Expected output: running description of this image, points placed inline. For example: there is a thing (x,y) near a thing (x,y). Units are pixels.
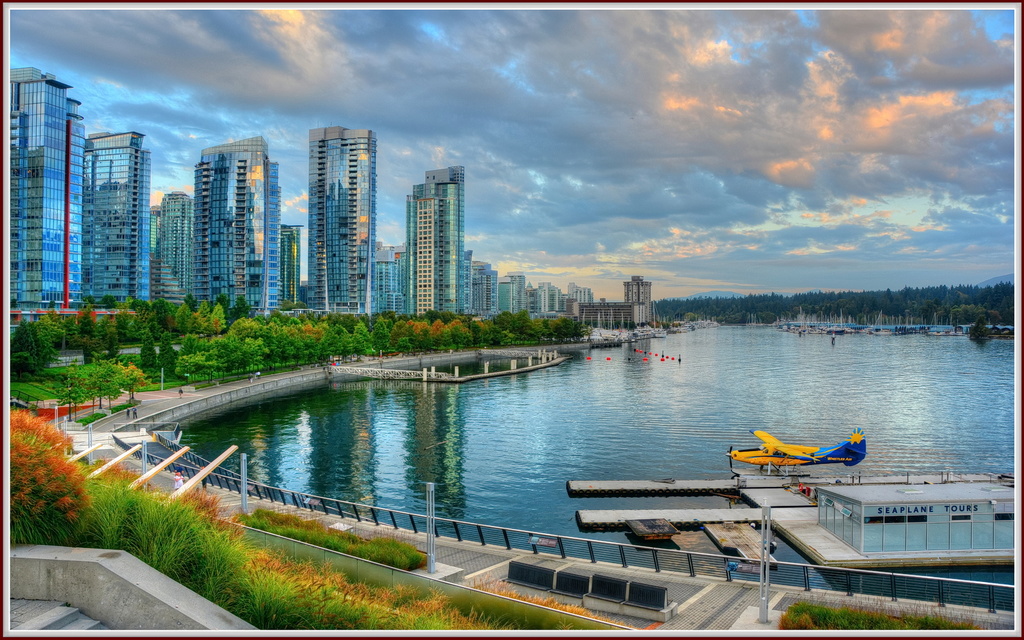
This looks like an edited image. I can see the buildings (370,253) with the glass doors (435,215). I can see the trees (327,339) and the plants (283,593). I think this is a sea aircraft (771,474). These look like the benches (667,603). I think this is the pathway (441,546). I can see the clouds (817,285) in the sky (961,241).
